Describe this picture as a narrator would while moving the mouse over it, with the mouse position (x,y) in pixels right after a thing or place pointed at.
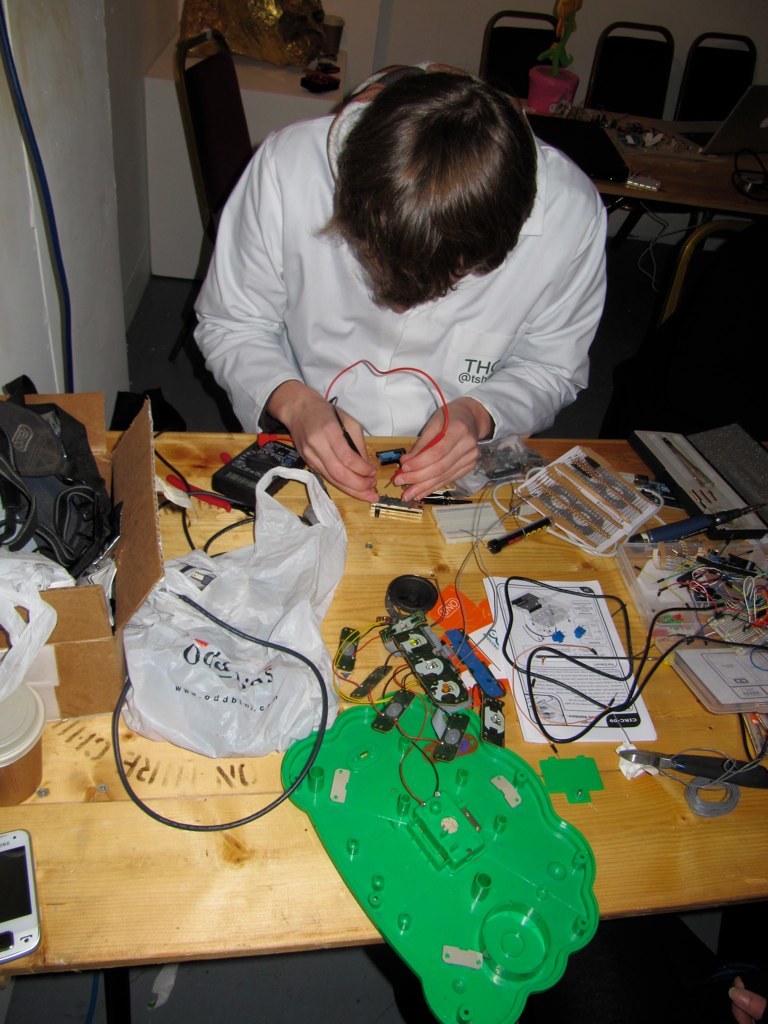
In this picture a person (335,437) is working on some electrical stuff (404,582). The table (682,739) is filled with electrical wires (723,612). Onto the left there is a mobile phone (29,914).
